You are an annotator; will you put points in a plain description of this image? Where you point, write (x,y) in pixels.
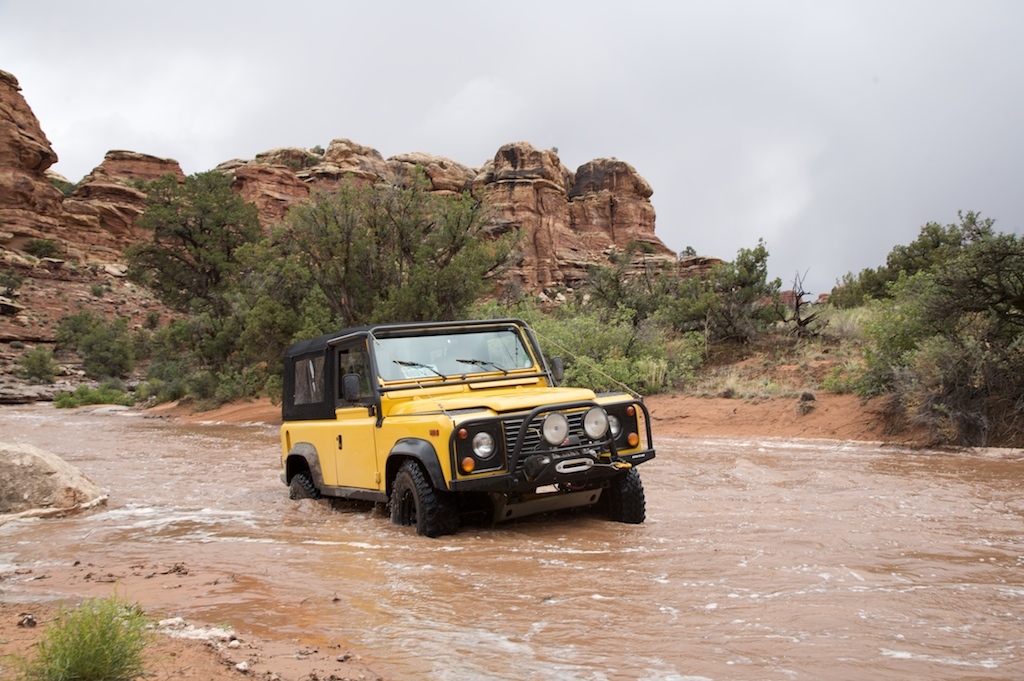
In this picture there is a vehicle (541,468) in the water (603,521). At the back (519,202) there is a mountain (264,214) and there are trees (219,347). At the top (498,81) there is sky (418,40). At the bottom (592,595) there is water (111,496) and sand (223,674) and there is a rock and plant (129,646).
